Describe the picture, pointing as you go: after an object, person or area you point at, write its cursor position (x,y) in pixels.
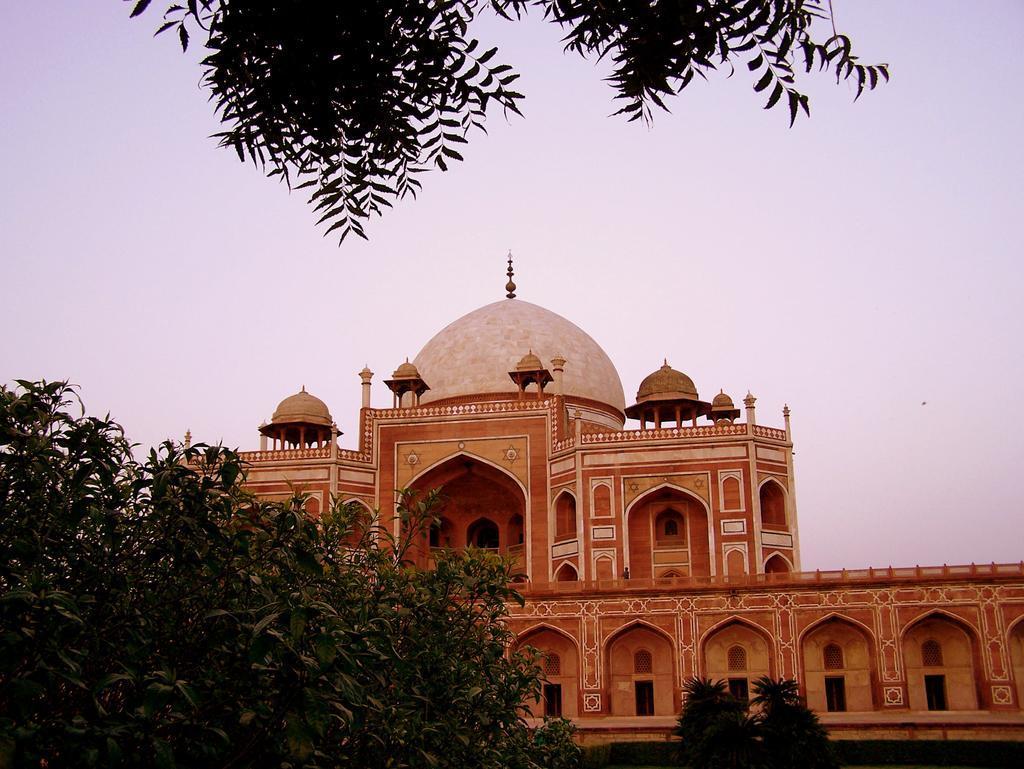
In this picture there is red fort (500,416) in the center of the image (377,498) and there are plants (320,591) at the top (410,154) and bottom side of the image (41,663).
